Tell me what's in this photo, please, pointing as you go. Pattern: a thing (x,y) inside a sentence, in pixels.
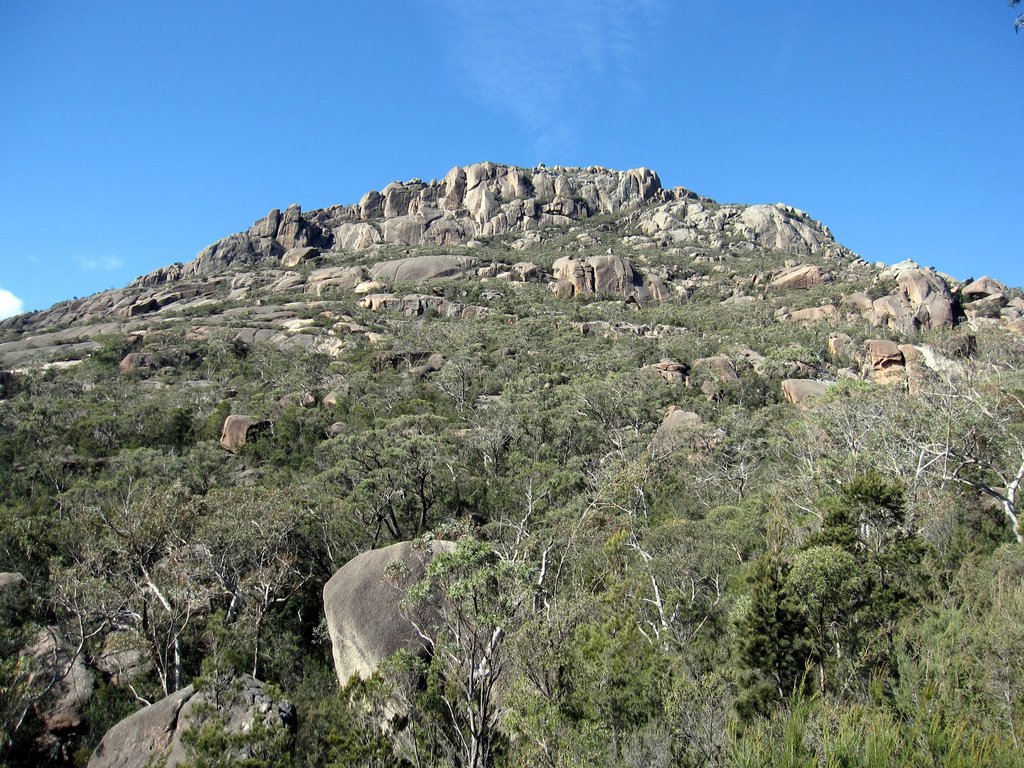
In this image in the front (559,540) there are trees (693,626). In the background (485,292) there are mountains (485,292) and the sky (413,119) is blue.
